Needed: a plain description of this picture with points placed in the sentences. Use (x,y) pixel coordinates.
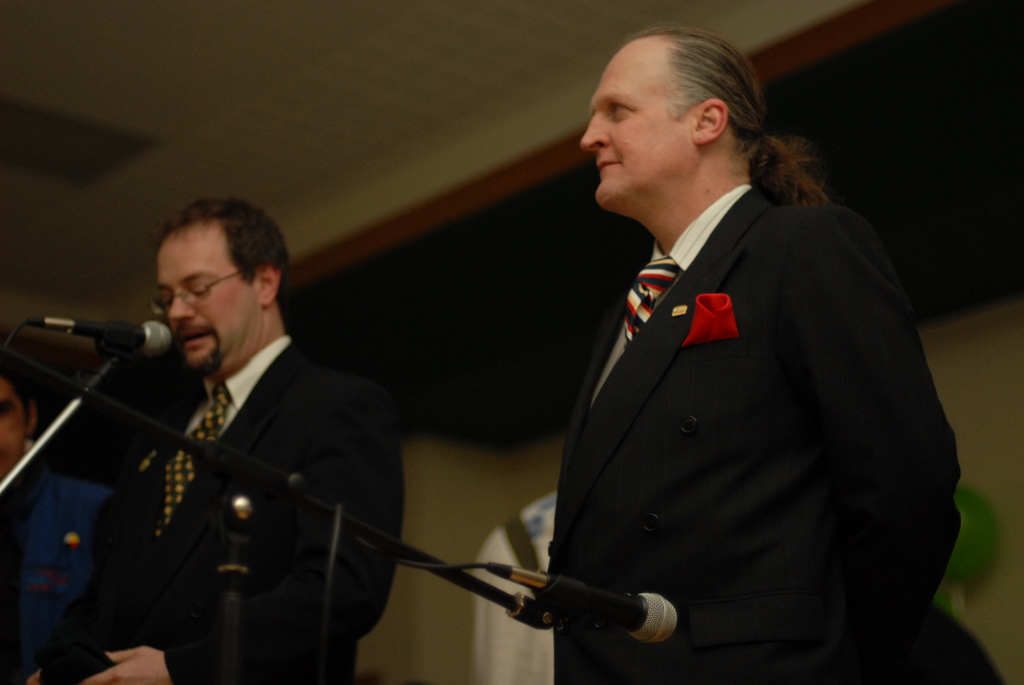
In this image we can see few people (664,446) standing in a room (398,387) and there are two mics (574,606) in front of them.
